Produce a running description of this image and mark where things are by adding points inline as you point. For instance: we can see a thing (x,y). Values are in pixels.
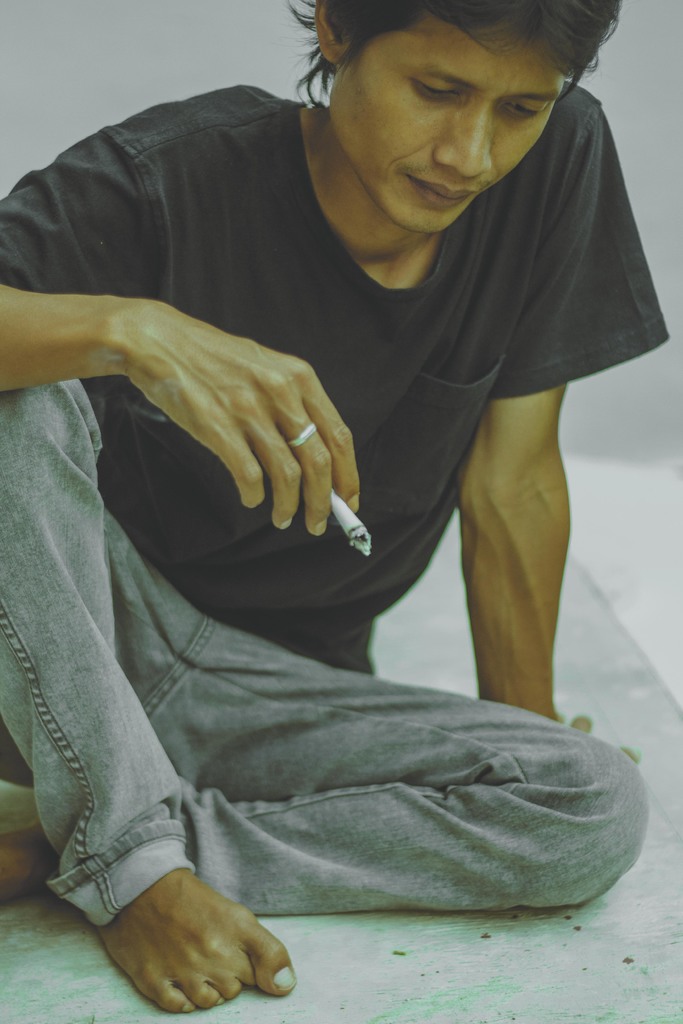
Here we can see a man (468,73) sitting on the floor (344,952) and he is holding a cigarette (350,524) with his two fingers (322,515).
